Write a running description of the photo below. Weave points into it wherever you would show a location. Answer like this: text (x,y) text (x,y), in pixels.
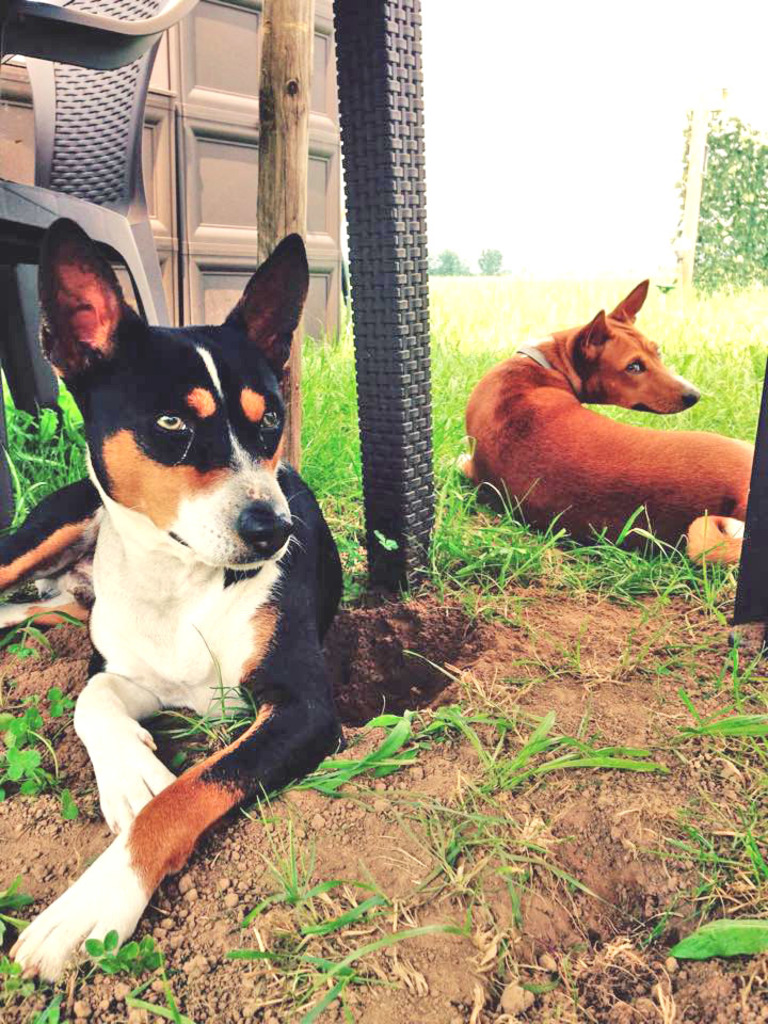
In this image we can see two dogs (293,645) are lying on the ground (411,843) and in the background (81,191), we can see the chair (119,173), wooden stick (281,190), some grass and the sky (593,125).
